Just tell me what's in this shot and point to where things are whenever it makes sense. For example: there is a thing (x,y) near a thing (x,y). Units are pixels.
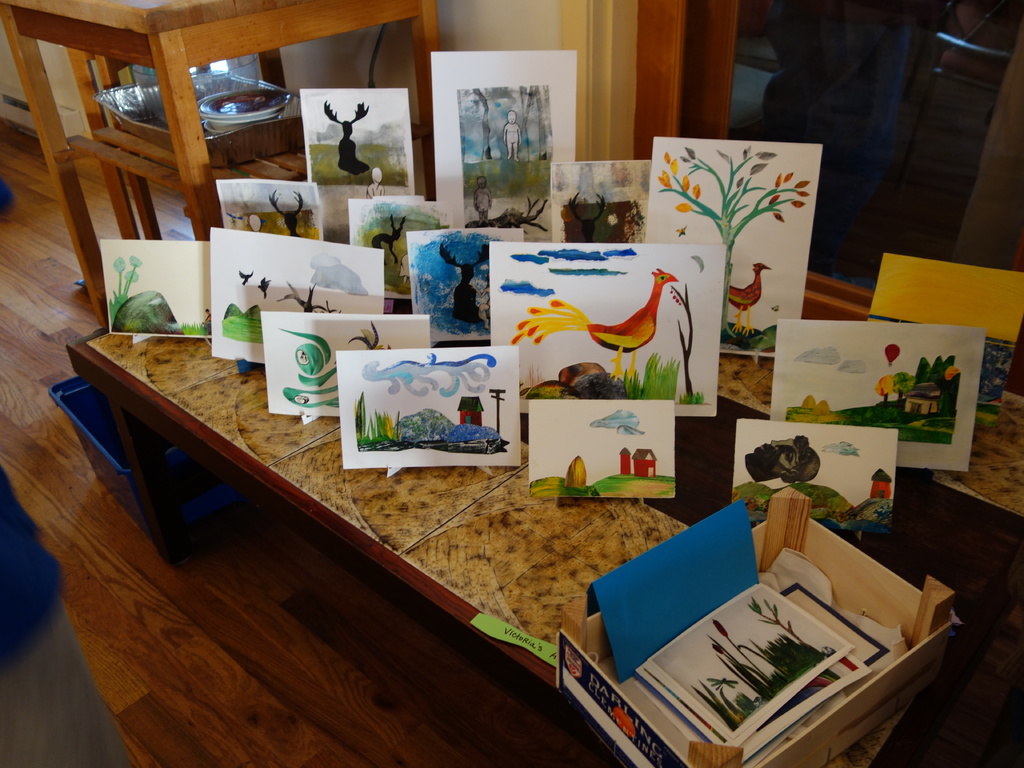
In this picture I can see there are few painting boards (564,334) placed on the table (380,488) and there are paintings (645,397) of birds (611,343), trees (684,355) and the houses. There is another table (159,33) here and there is a wall (469,30) and a window (831,58).
